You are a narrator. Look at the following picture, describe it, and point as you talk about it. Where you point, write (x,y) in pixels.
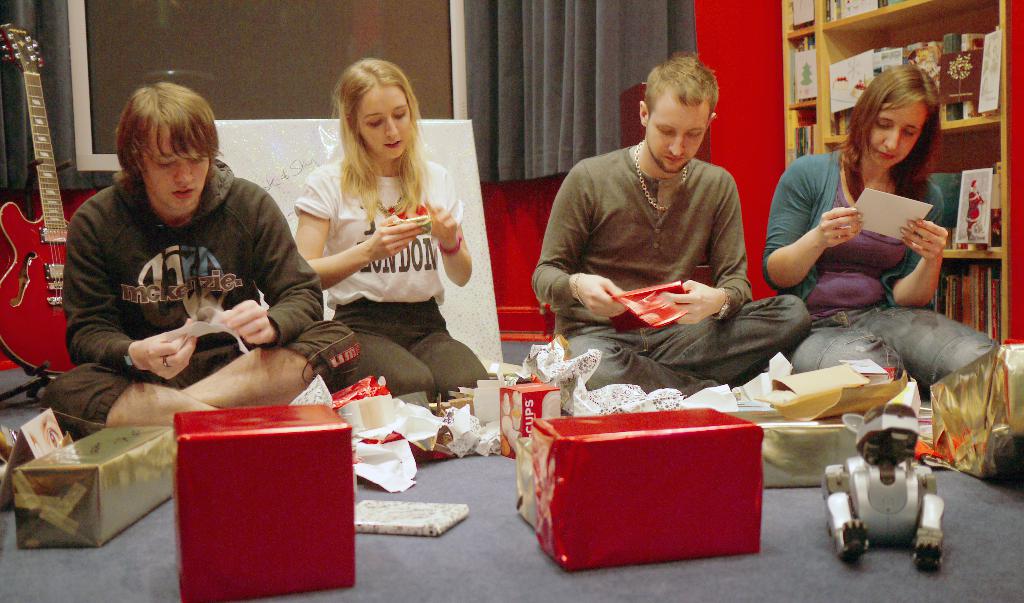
In the picture we can see a four people (106,420) are sitting on the floor (44,554) and watching the greeting cards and their hands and to the floor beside them, we can see some red color boxes (614,481) with papers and to the wall (1011,278) we can see a curtain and on the floor (168,597), we can see a guitar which is red in color and on the other side we can see a rack (1004,53) with books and some greeting cards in it.
